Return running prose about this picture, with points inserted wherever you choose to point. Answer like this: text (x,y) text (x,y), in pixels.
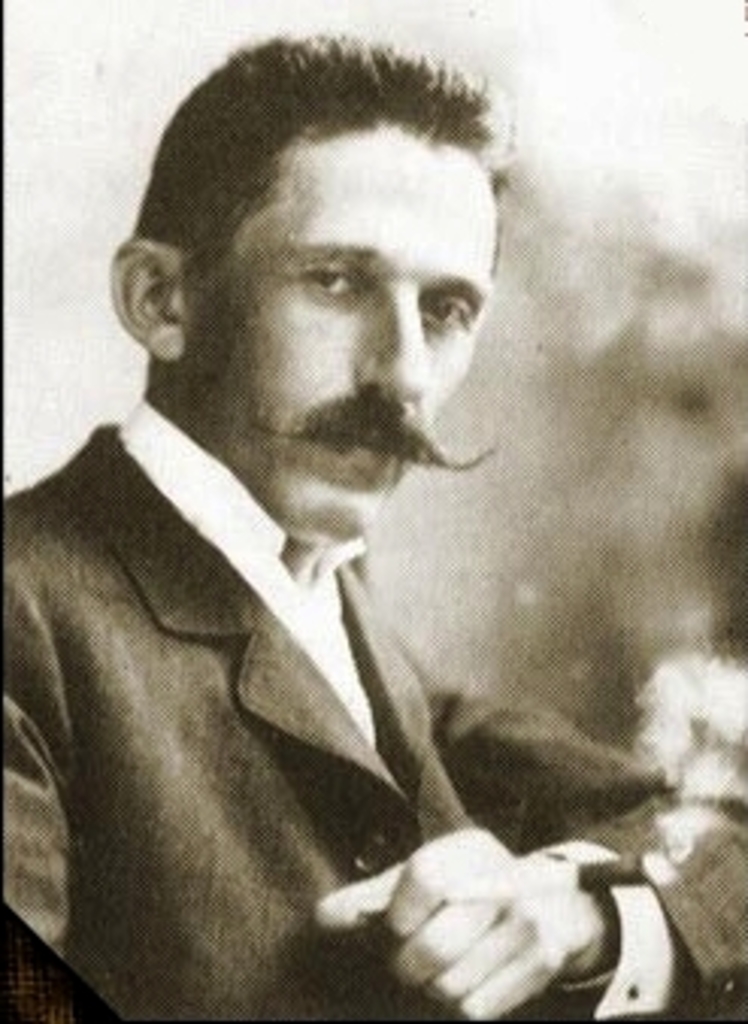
This picture seems to be an edited image. In the foreground (276,746) we can see a man (349,628) wearing blazer (293,907) and seems to be sitting. The background of the image (575,527) is blurry.
